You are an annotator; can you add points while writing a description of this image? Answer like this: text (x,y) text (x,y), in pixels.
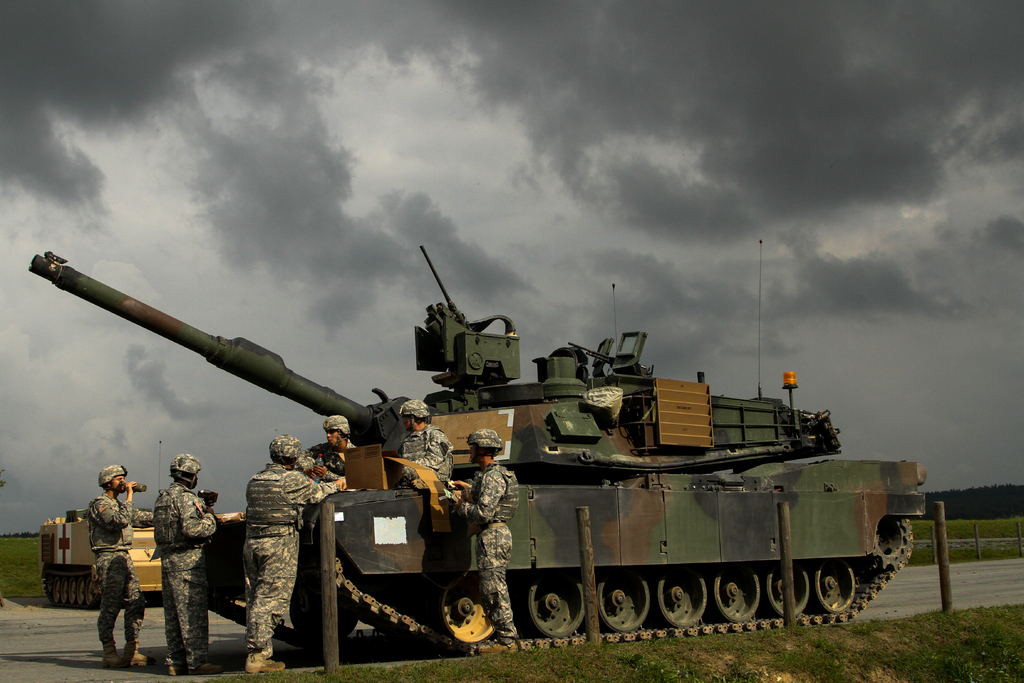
In the picture we can see some group of persons (268,530) wearing camouflage dress (249,549) standing near the military tanker (463,580) and in the background (25,574) there is grass (39,592), there is road (41,605) and there are some trees (938,499) and top of the picture (545,182) there is cloudy sky (545,182).
